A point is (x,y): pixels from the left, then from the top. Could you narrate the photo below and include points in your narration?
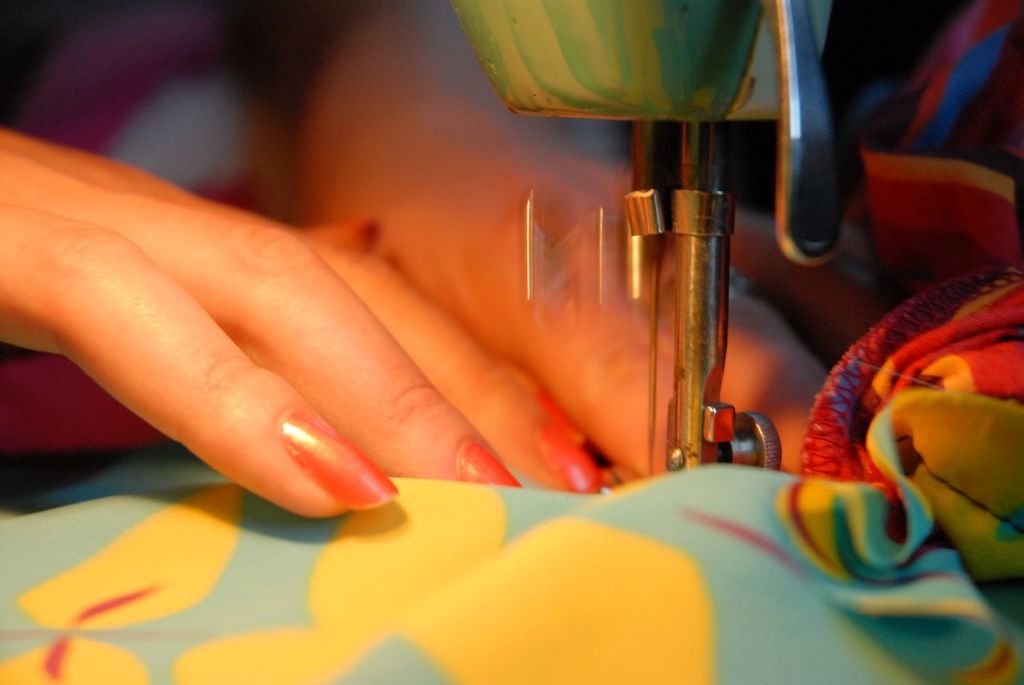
In this image I can see the person (402,462) sewing the cloth (555,506) with the machine (666,52). I can see the cloth (554,550) is in yellow, blue and red color. To the side I can see the machine (669,146). And there is a blurred background (225,23).
